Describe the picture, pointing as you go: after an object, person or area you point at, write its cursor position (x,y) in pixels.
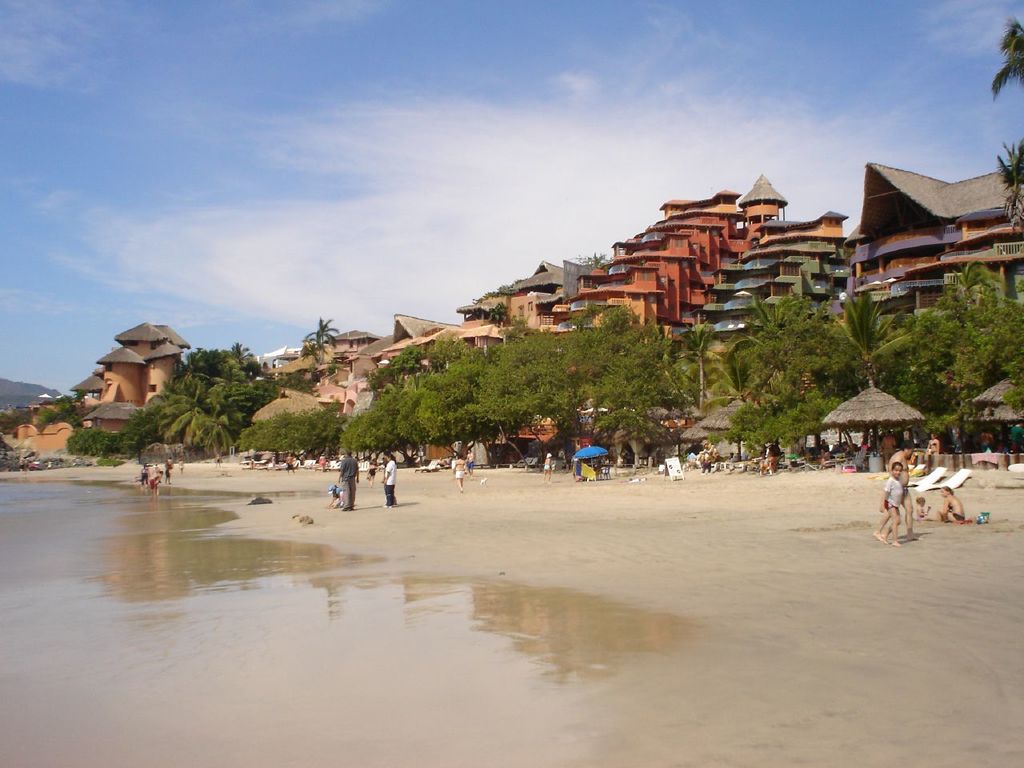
In this picture there are people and we can see water (298,604), sand (645,527), huts (625,436), board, trees (612,427), buildings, umbrella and objects (604,465). In the background of the image (587,131) we can see the sky (334,223).
